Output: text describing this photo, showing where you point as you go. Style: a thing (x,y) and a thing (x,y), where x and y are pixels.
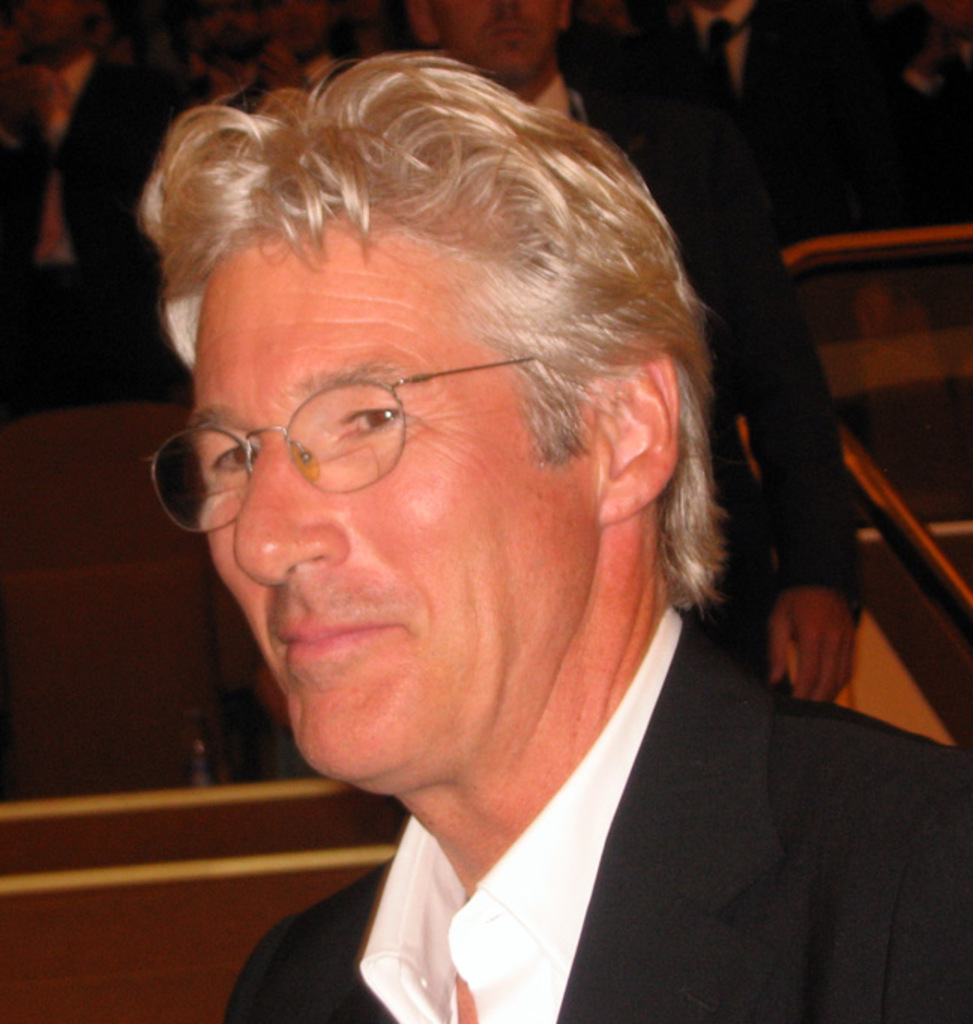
This picture describes about group of people (508,591), in the middle of the image (460,558) we can see a man (466,526), he wore spectacles (366,483), and we can find few metal rods (917,576).
